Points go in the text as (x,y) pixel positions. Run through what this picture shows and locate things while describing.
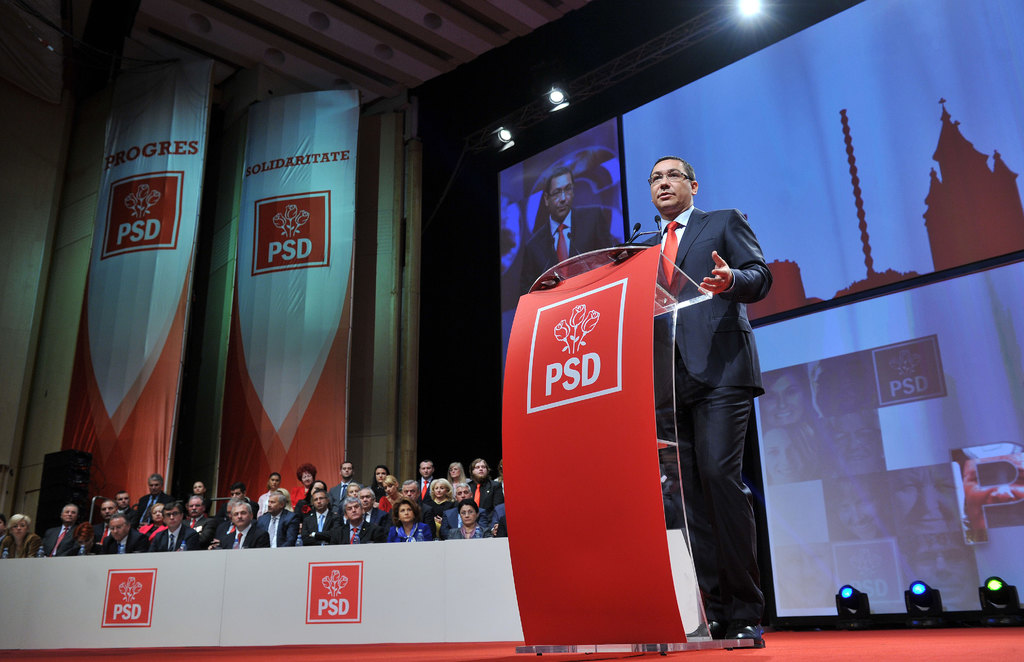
In this picture we can see group of people (317,525), few are seated and a man (693,314) is standing, in front of him we can find a podium (630,326) and microphones (639,229), in the background (568,192) we can see few hoardings (270,353) and lights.
